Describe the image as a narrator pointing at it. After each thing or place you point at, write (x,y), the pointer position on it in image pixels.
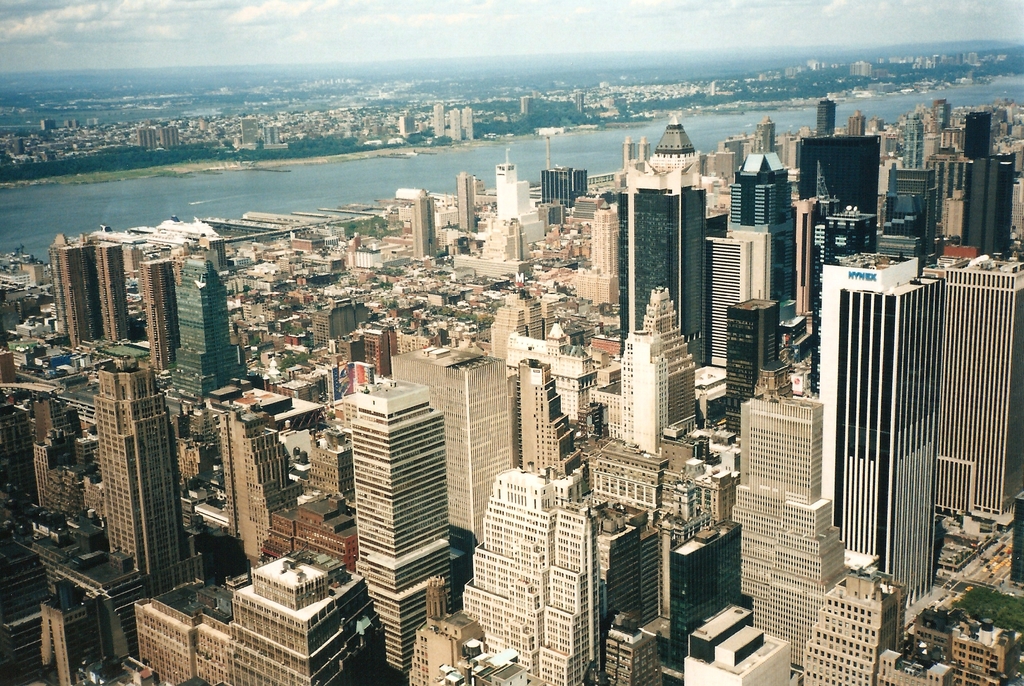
This is a aerial view. In this image we can see buildings (296,419), road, water (592,161), trees (155,159), sky (148,54) and clouds (525,3).
